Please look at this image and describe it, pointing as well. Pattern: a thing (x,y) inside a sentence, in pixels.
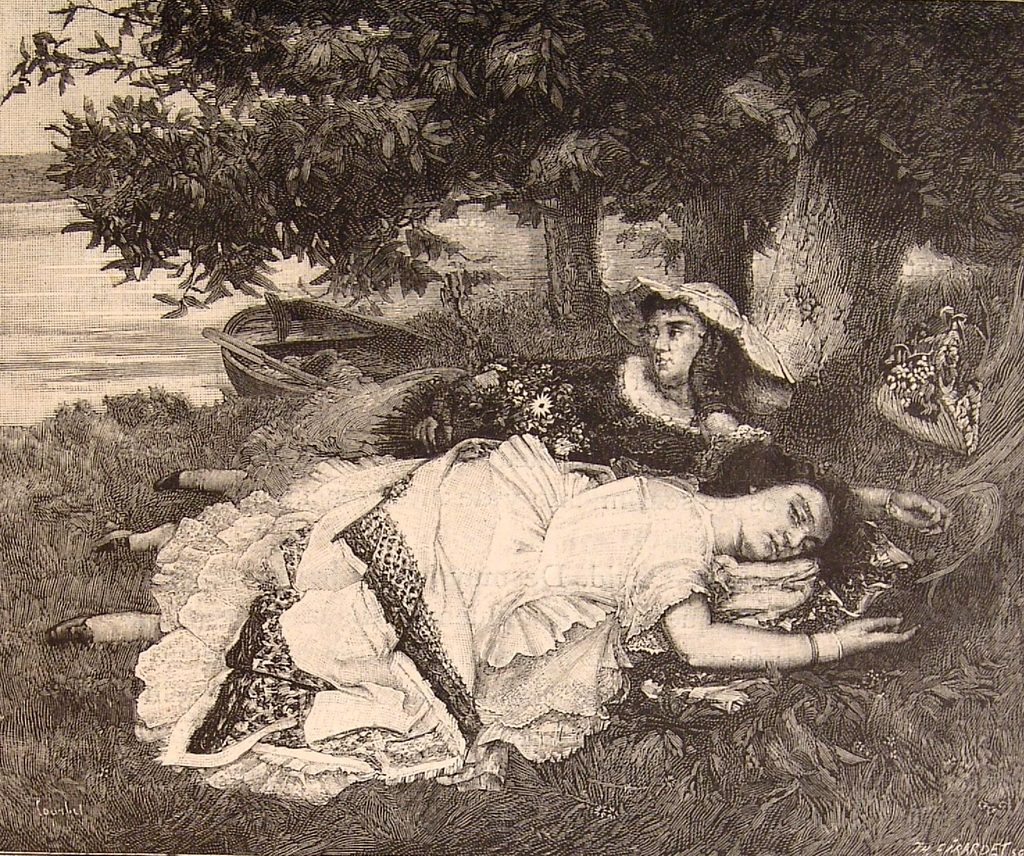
In this image, we can see a poster (411,495) with some images (465,484).
